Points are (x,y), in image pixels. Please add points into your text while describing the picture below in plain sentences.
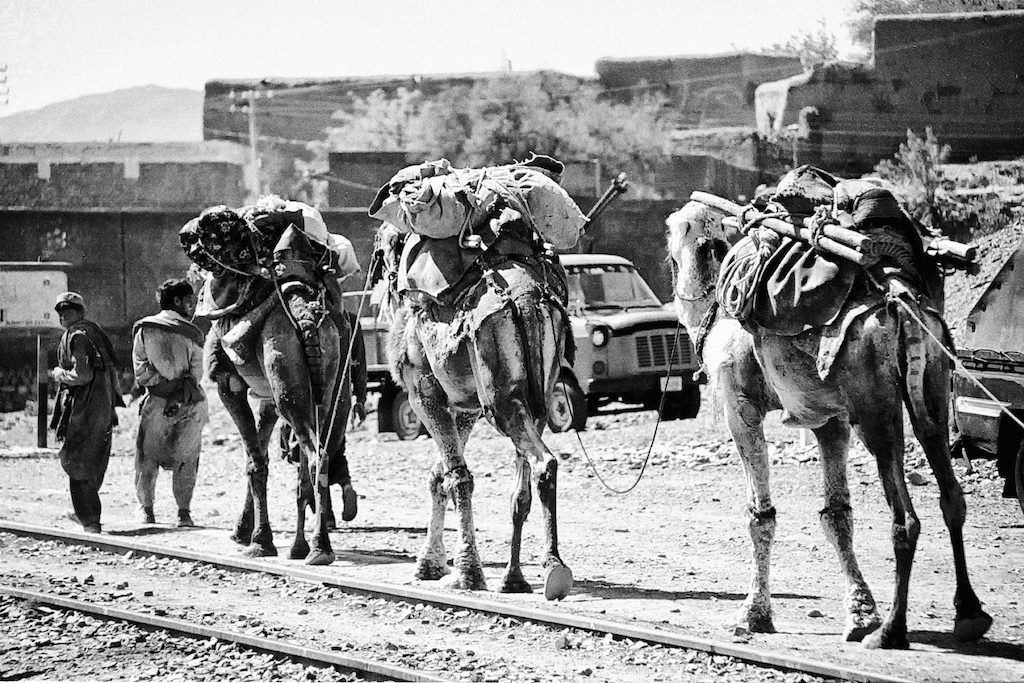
In this image we can see there are three animals (470,495) with luggage (927,256), beside that there are two men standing and also there are buildings (23,375) in front of them along with trees (581,151).
